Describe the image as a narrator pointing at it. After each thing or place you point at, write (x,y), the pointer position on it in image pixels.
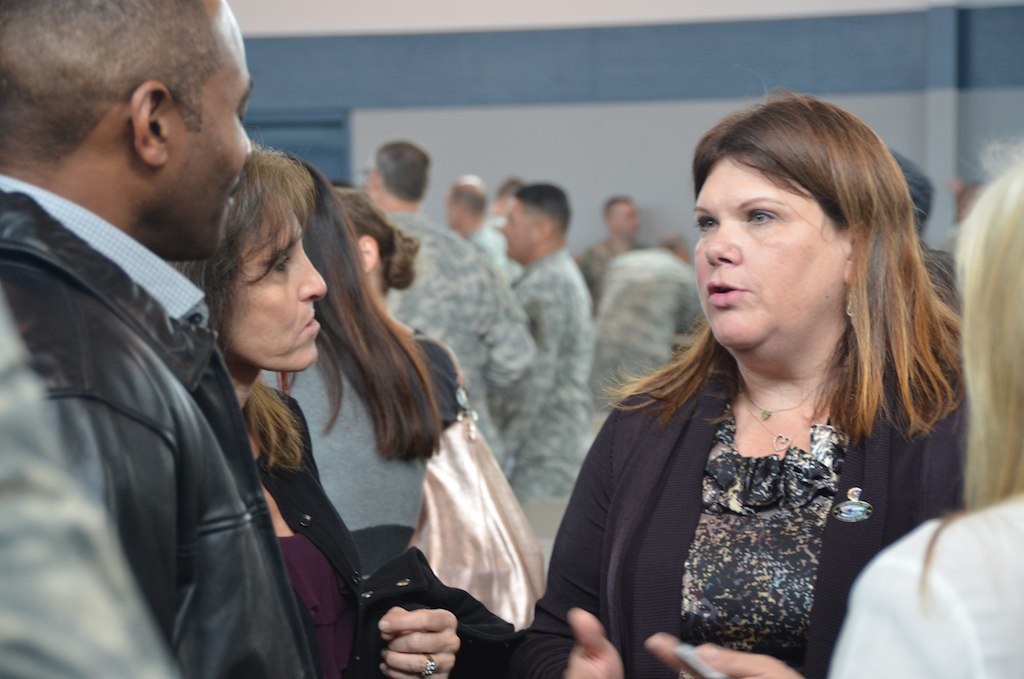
In this image we can see a few people (502,439), one lady (375,367) is wearing a bag (432,481), another lady (395,598) holding a cloth (376,593), also we can see the wall (624,96), and the background (631,149) is blurred.
